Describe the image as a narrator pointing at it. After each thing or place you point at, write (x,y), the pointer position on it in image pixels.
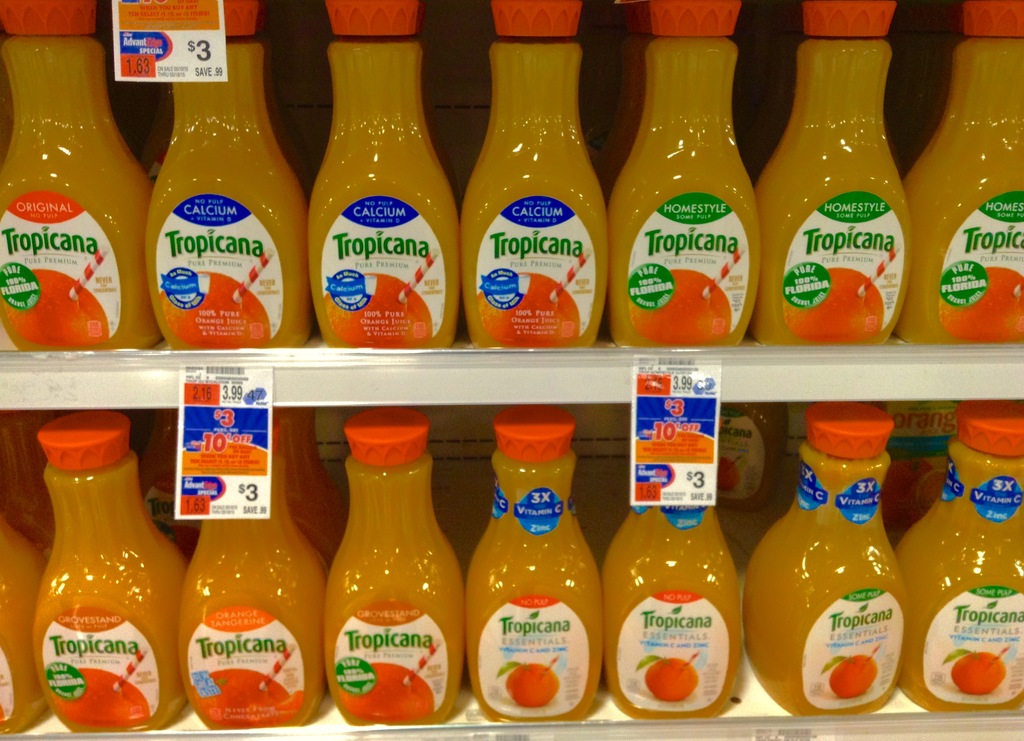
In this picture we can see a bottles (110,204) are arranged in a shelf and on the bottle (96,673) we can see the labeling (1012,331).
